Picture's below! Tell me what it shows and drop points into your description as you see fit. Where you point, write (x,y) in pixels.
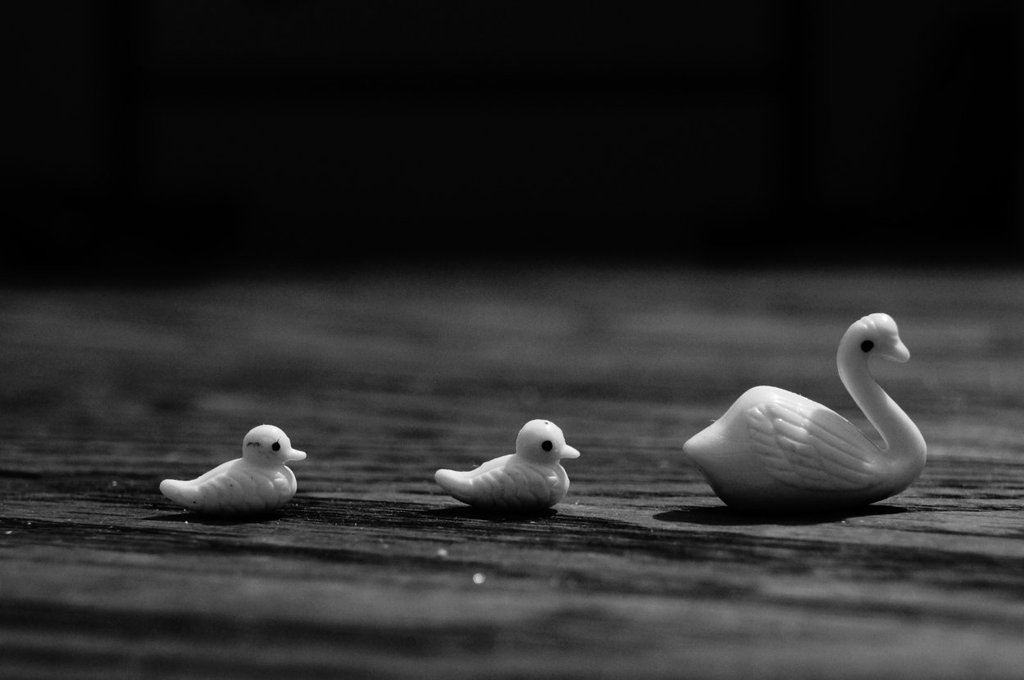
In this picture we can see three toys (858,384) on the surface (663,393) and in the background (309,58) it is dark.
